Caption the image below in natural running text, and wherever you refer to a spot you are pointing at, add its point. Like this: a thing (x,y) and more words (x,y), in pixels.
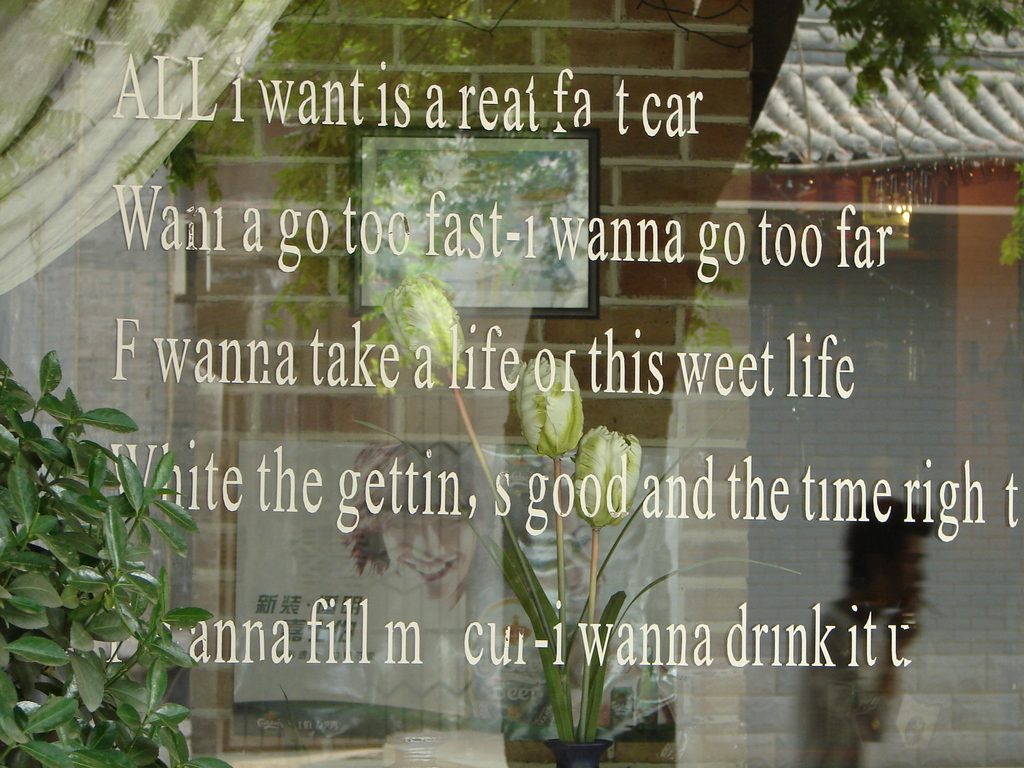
In this image in the front (108,611) on the left side (81,584) there is a plant (93,573). In the center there is a flower pot (554,743) and in the background (281,328) there is wall (262,355) on the wall (346,292) there is frame (515,307) and there is a curtain (42,110) and there is some text (338,362) on the image.
